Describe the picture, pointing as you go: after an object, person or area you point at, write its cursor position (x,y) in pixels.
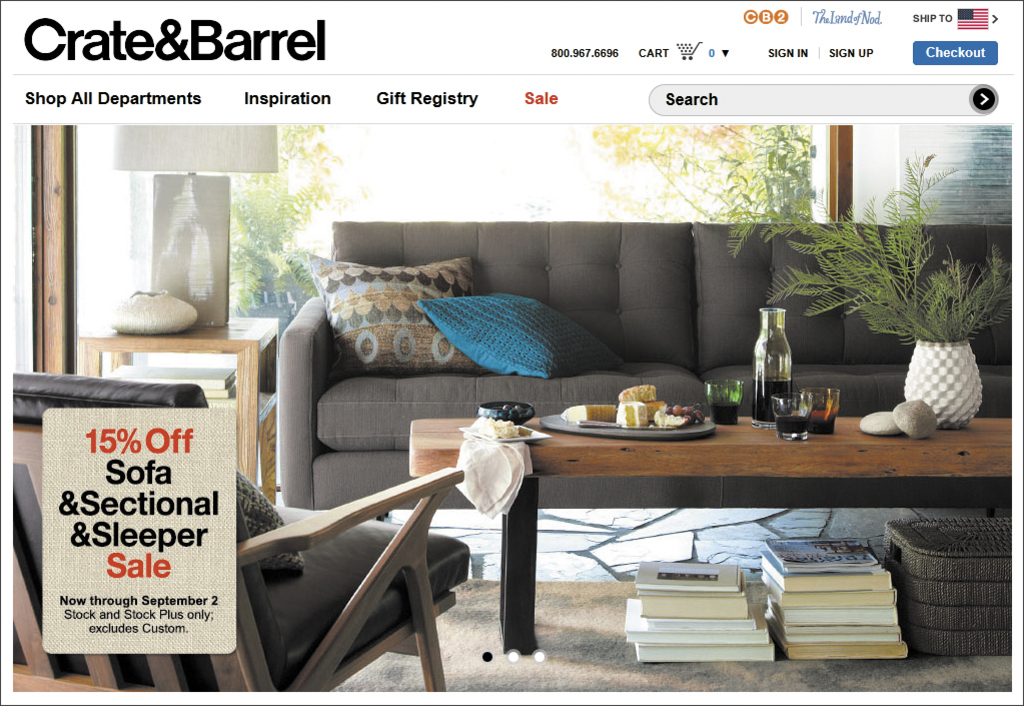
In this image in the center (456,333) there is one couch (313,330) and pillows (367,332) are there and in the center (446,444) there is one table (964,428) and on that table (531,441) there is one flower pot (932,355), plant (861,307), bottle (784,368), glasses (713,391) and one plate (633,429) is there under that table (616,441) there are some books (706,588) and on the left side (330,533) there is one chair (265,588) and on the background (310,140) there is a glass window (443,135) and some trees (714,168) are there. Beside the couch (303,378) there is one table (237,339) on that table (203,329) there is one lamp (188,229).
